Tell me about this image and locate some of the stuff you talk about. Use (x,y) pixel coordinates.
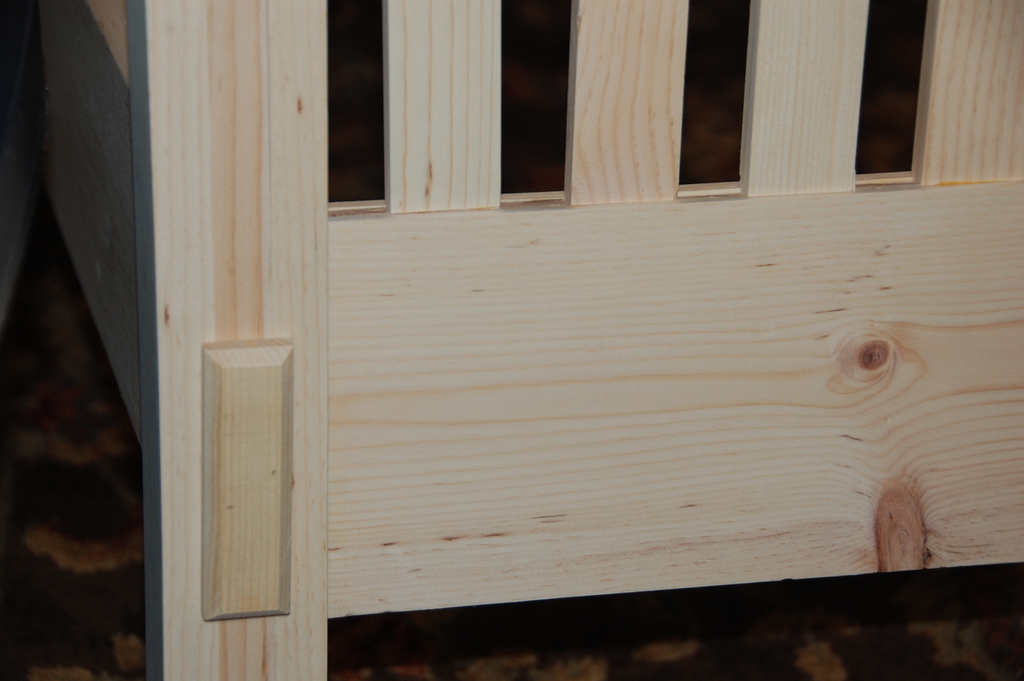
In this picture there is a wooden cot (716,317).
